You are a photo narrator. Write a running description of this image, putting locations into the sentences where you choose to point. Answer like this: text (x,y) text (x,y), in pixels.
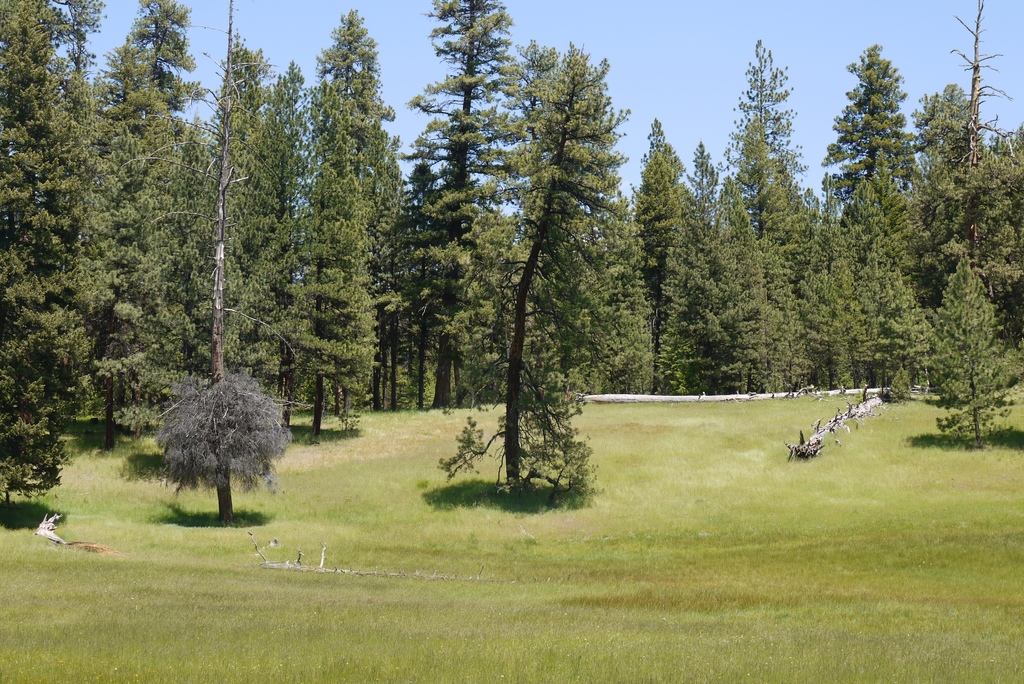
These are the trees (267,231) with branches (450,248) and leaves (978,304). I think this is a tree trunk (866,406). Here is a grass (367,608), which is green in color. At the top of the image (670,51), I can see the sky (723,36).
